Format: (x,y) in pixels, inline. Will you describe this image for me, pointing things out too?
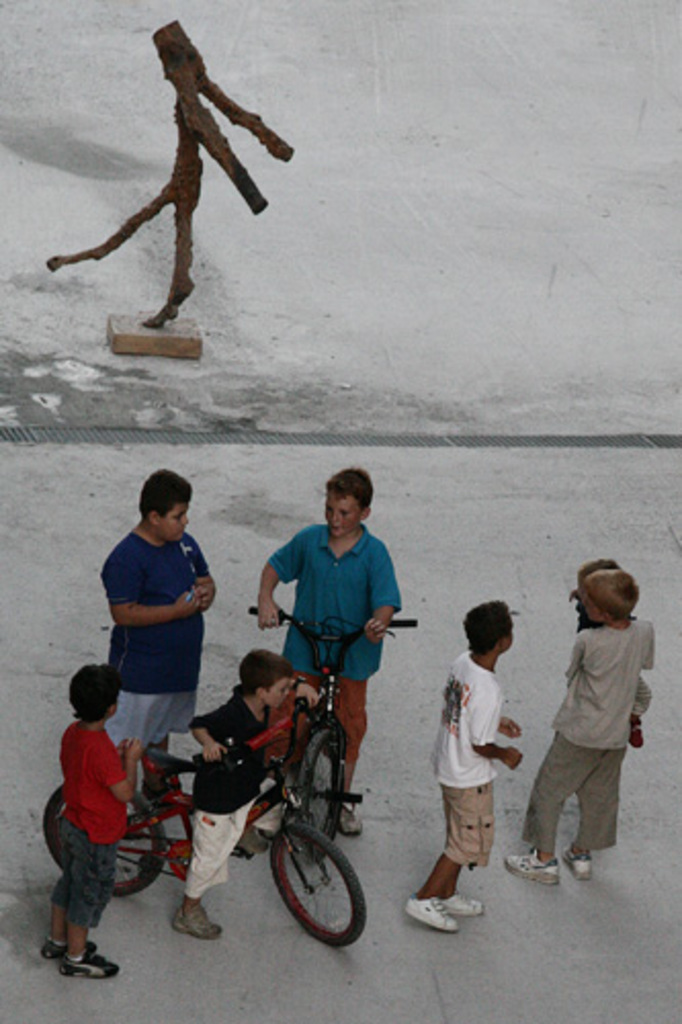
In the middle (387,563) there is a boy (340,702) he is riding bicycle (324,725), he wear blue t shirt (338,600) and trouser (349,705). On the right (604,728) there is a boy (602,685) he wear gray t shirt (591,715), trouser (559,796) and shoes (545,874). On the left (104,795) there is a boy (94,812) he wear red t shirt (88,794), trouser (87,882) and shoes (97,973).
